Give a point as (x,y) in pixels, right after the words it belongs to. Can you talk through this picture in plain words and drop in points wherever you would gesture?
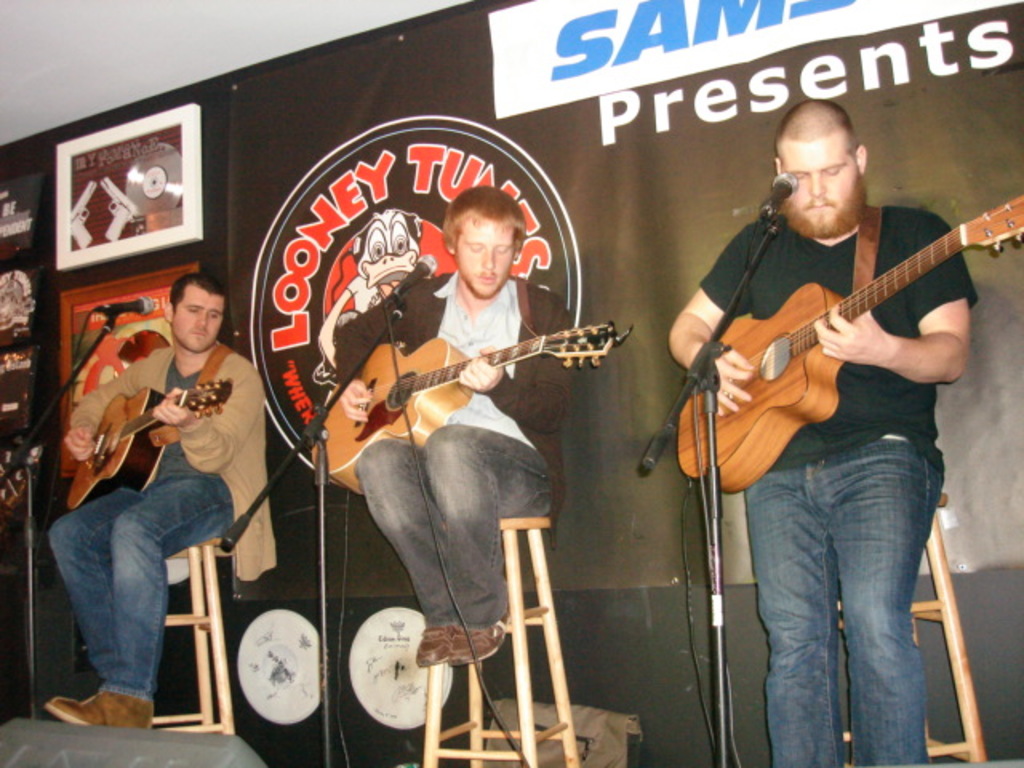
In this picture we can see three persons (149,724) are playing guitar (141,404). These are the mikes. On the background (646,101) we can see a banner (536,173) and this is frame (87,210).
